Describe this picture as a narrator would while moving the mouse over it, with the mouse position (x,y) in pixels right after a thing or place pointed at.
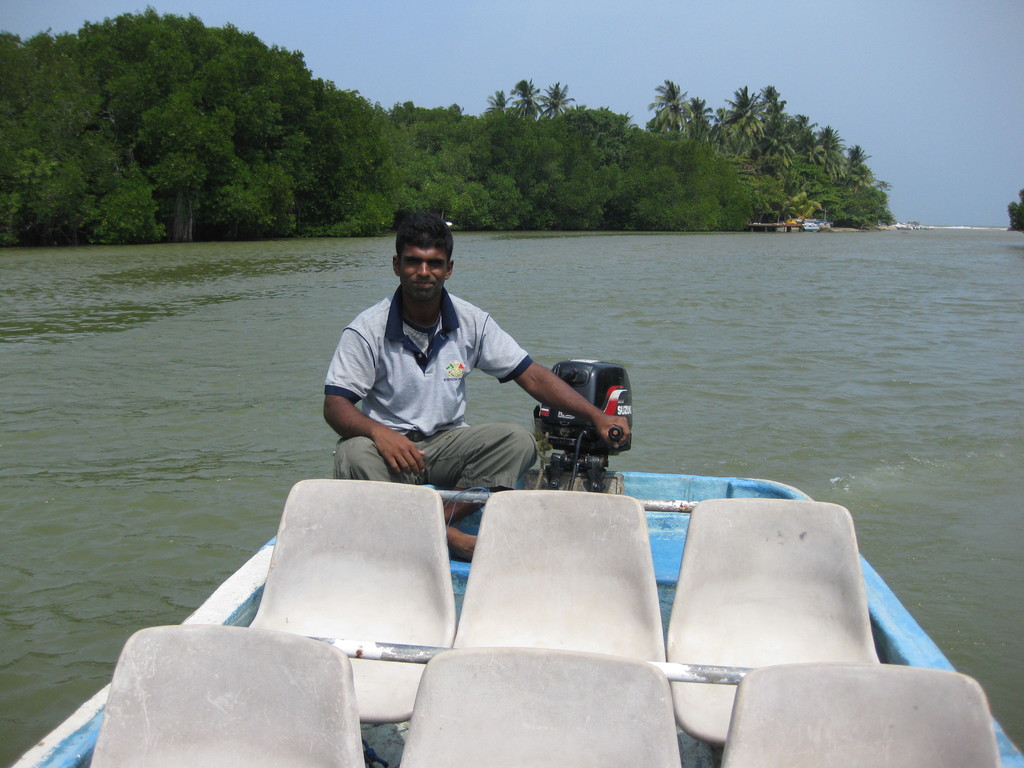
In this image, we can see a person (422,335) is watching and smiling. He is sitting on a boat (419,505) and holding an object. Beside him, there is a motor (592,440). Here we can see seats (614,688) and rods (464,498). Background (1004,501) we can see the water (700,326), trees (730,157) and sky (533,57).
